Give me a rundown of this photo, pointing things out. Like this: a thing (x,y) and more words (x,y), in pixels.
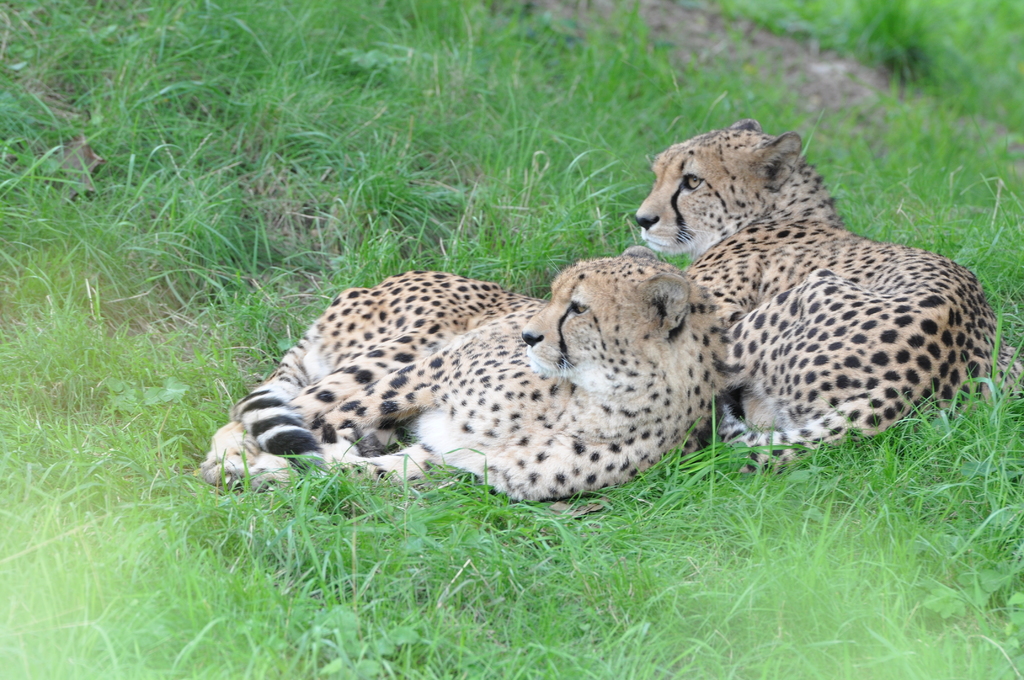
In this image in the front (469,492) there is grass (655,526) on the ground (655,526) and there are animals (506,292) sitting on the ground (864,631).
